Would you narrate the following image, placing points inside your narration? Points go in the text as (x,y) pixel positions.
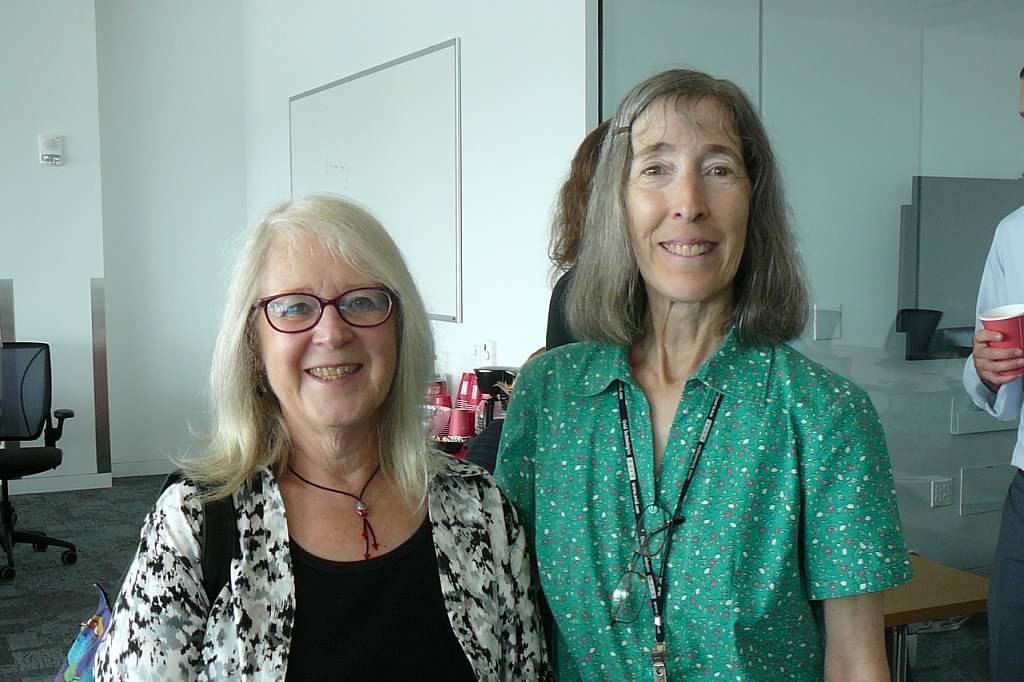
On the left side of the image (341,563) there is a lady (391,600) with spectacles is standing. And she is wearing a bag (222,524). Beside her there's another standing with spectacle (660,542) on her shirt (739,512) and there is a tag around her neck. On the right corner of the image (997,259) there is a person (994,399) standing and holding the cup (1016,341) in the hand (993,341). Behind them there is a glass (902,128). Inside the glass (992,168) there is a room (914,255) with a TV (995,205) on the wall (913,453). And also there are switch boards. In the background (162,60) there is a wall (481,78) with board (346,170). And on the left side of the image (42,346) there is a chair (50,454).
